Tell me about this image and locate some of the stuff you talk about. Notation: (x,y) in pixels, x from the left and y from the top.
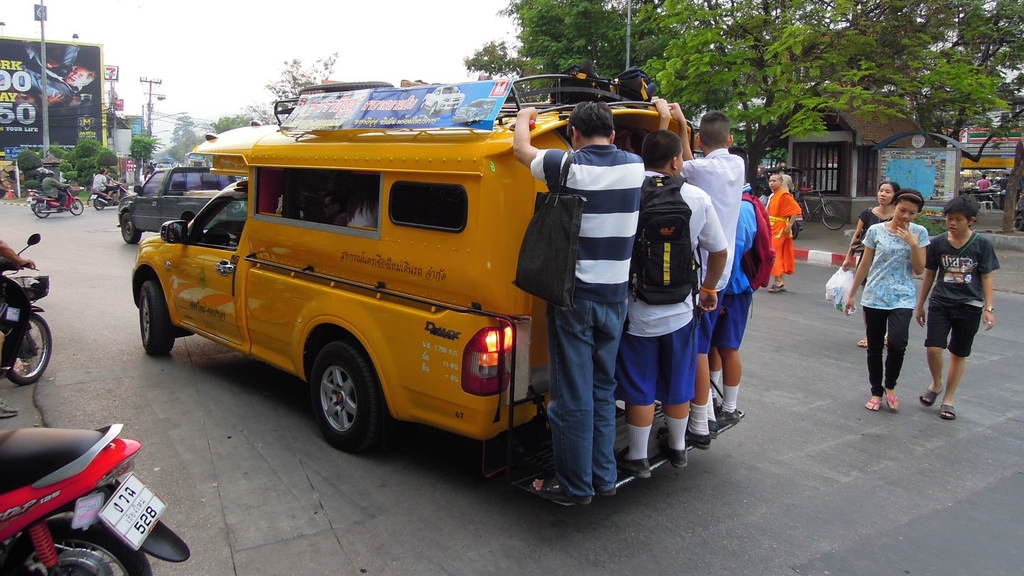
I can see in this image a vehicle (442,297) with a couple of people (580,251) standing on it. I can also see there are few people (865,265) are walking on the road (230,405) and few people (2,353) are riding vehicles (75,192) on the road (88,407). In the background (66,75) I can see a advertisement hoarding (56,85), a pole (46,59) and a couple of trees (726,50).
